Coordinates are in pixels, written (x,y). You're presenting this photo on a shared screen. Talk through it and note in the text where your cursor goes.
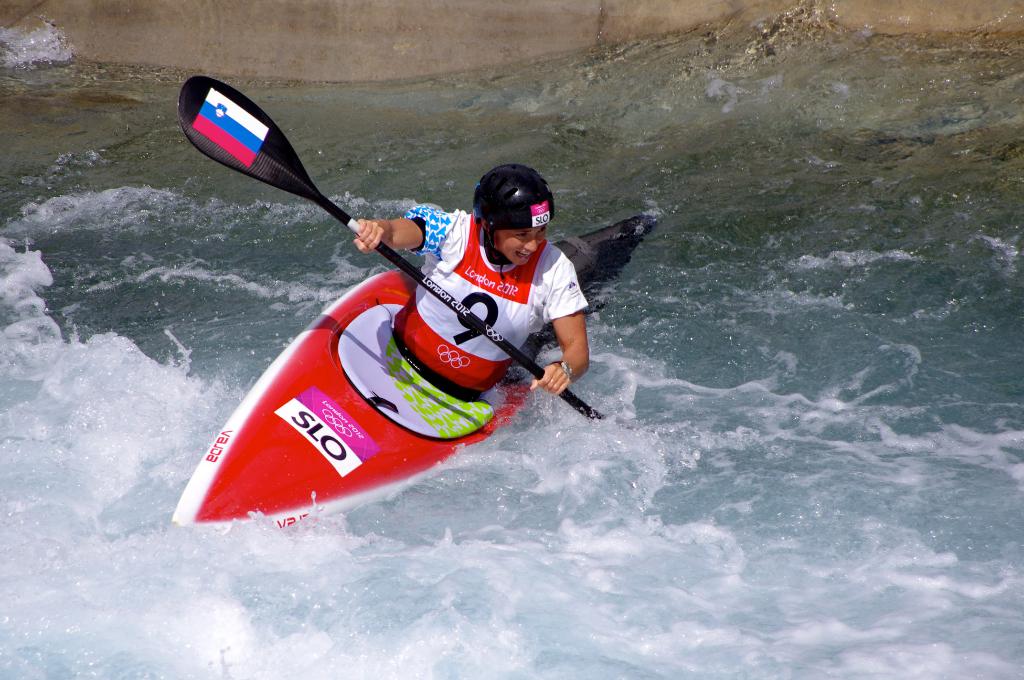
There is a woman (490,292) kayaking in the water (502,431) in the foreground area of the image (469,353) holding a paddle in her hands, it seems like a wall (314,77) in the background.
